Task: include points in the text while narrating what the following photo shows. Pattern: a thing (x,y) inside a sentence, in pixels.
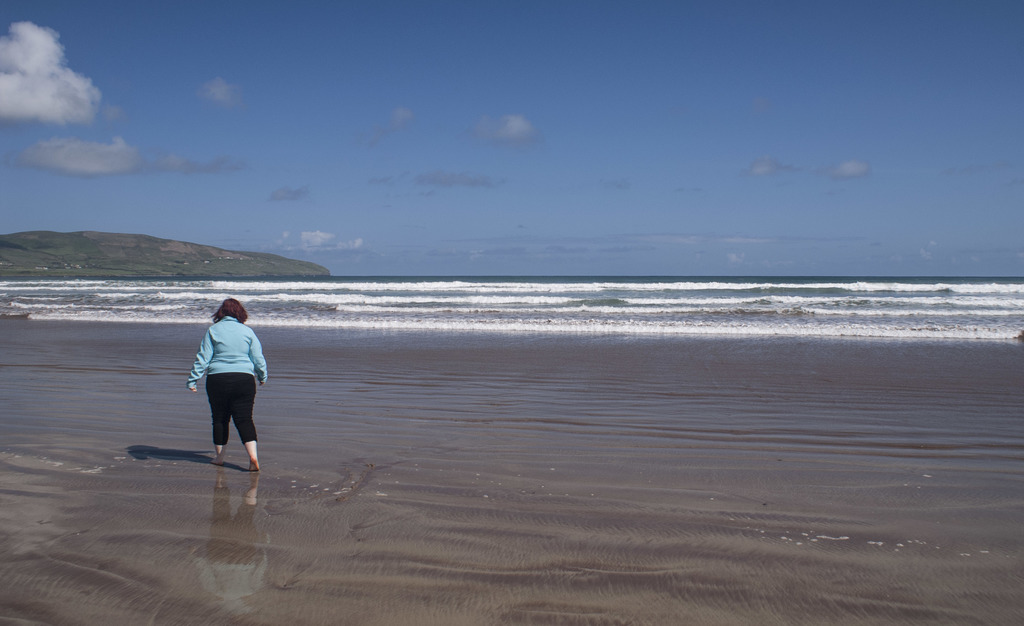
In this picture there is a person (250,415) walking and we can see water (506,314) and hill (209,259). In the background of the image (567,184) we can see the sky (559,207) with clouds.
